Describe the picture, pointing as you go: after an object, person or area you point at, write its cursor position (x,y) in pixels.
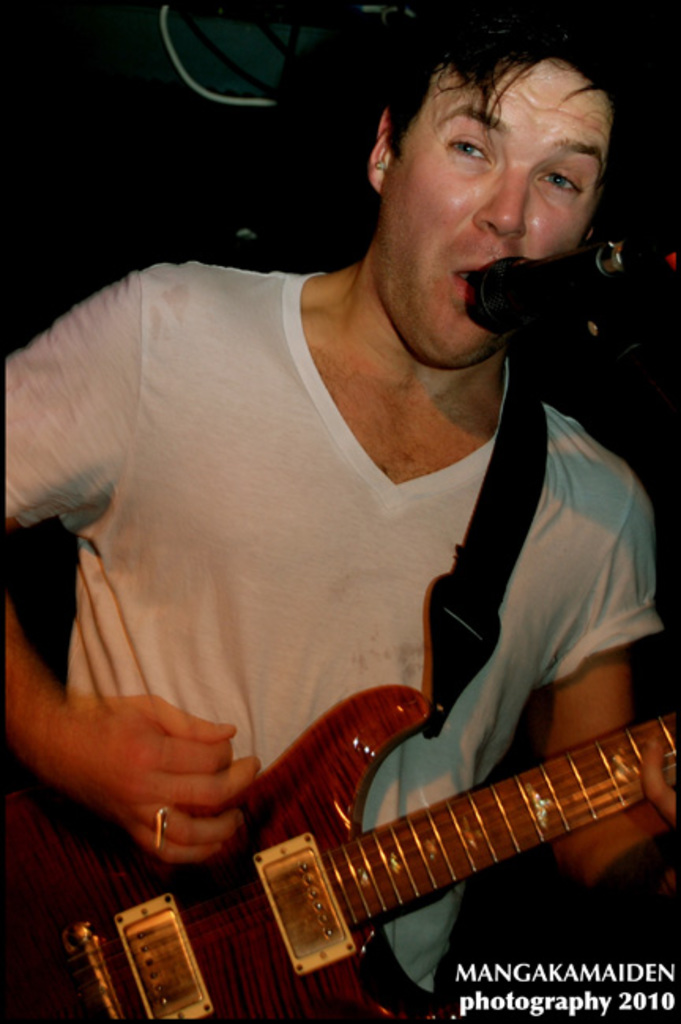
In this picture there is a man (421,444) standing and playing a guitar (393,723). He is also singing on a mic (499,325).
